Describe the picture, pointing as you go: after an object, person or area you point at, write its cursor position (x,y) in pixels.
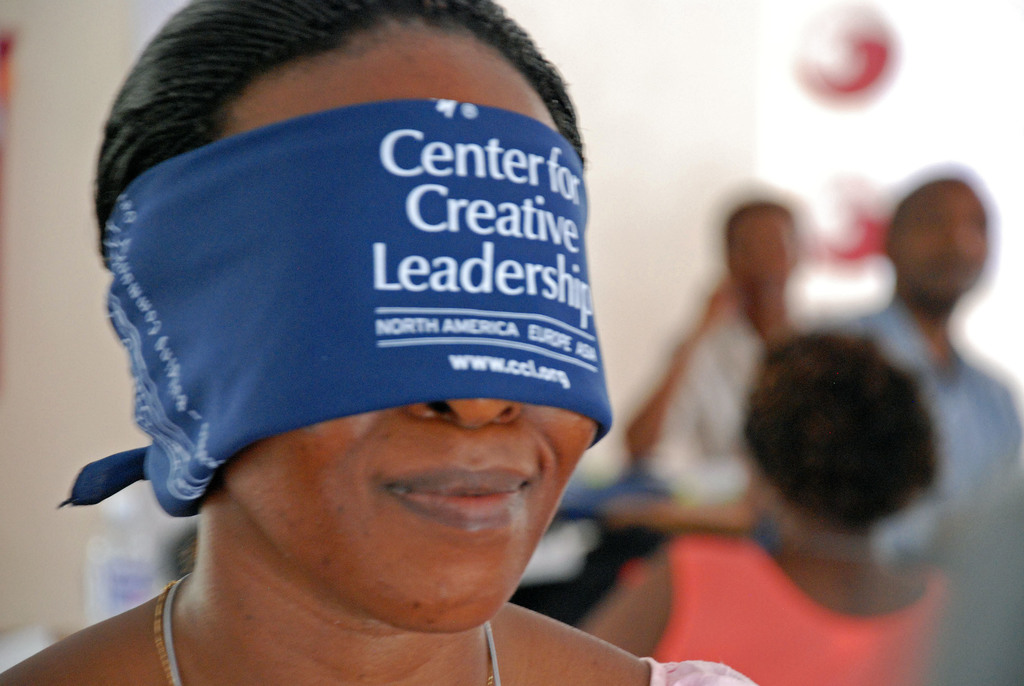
In this image we can see a woman (404,535) wearing a blue blindfold (355,343). In the background (726,407) there are people (846,456).
